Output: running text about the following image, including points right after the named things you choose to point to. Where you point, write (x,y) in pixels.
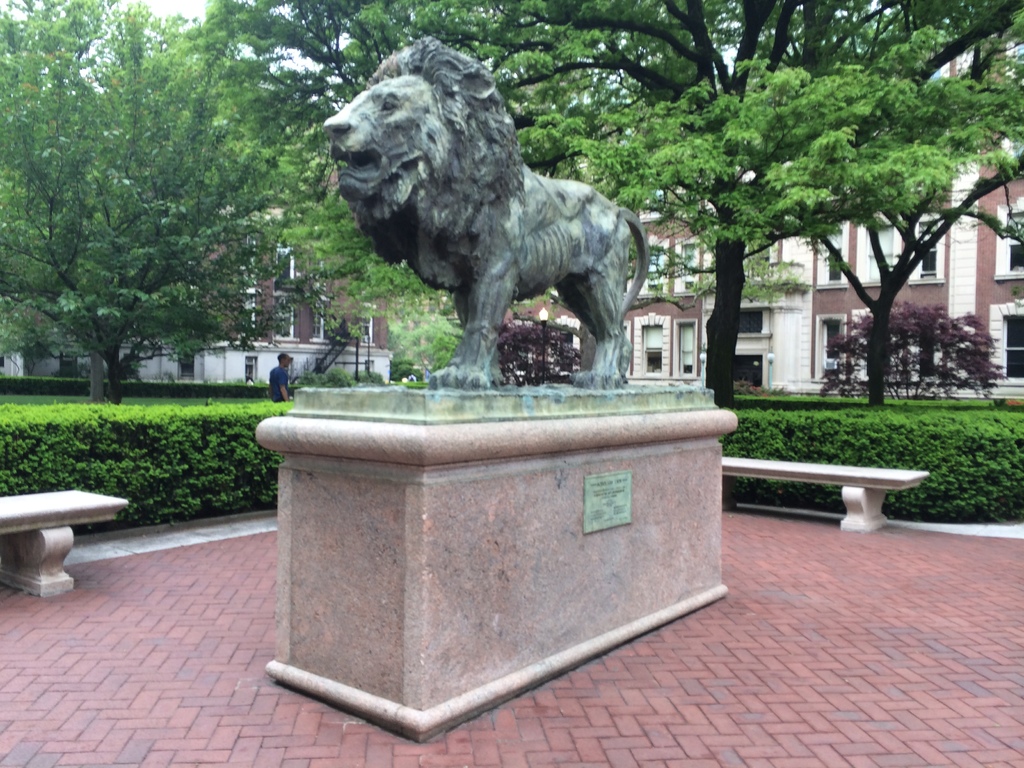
In the center of the image (441,428), we can see a statue (487,333) and there are benches (832,473). In the background (144,154), we can see trees (771,212), buildings (746,330), a person (280,381) and hedges (142,446).
